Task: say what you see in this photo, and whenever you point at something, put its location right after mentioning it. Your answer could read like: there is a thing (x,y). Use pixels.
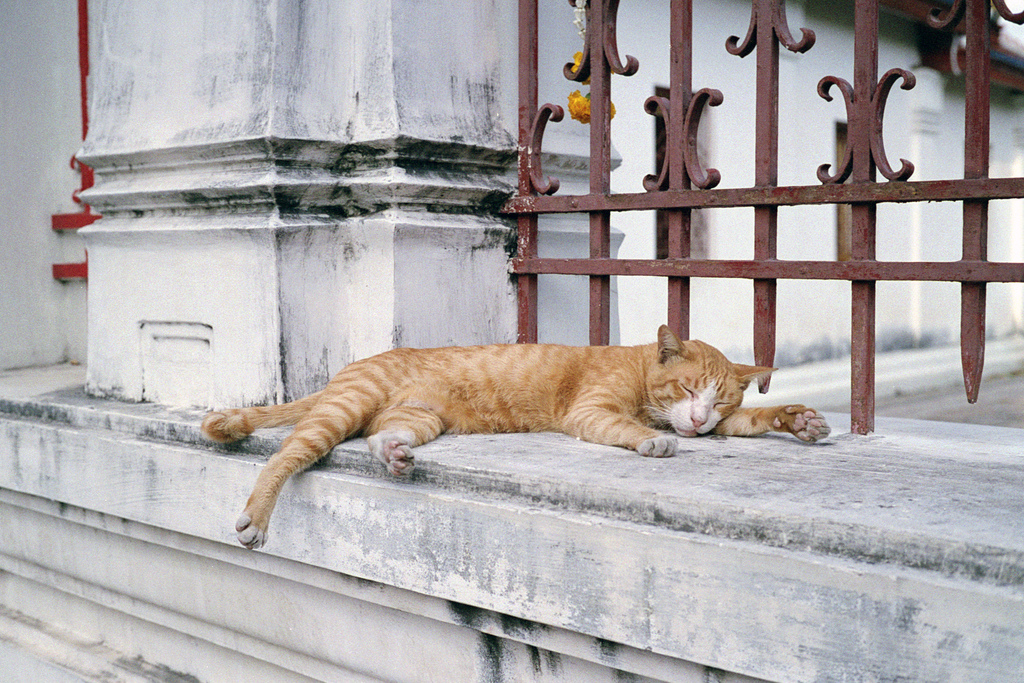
In the image there is a gold color cat (385,402) sleeping on the wall (362,482) with a railing (531,179) behind it.
